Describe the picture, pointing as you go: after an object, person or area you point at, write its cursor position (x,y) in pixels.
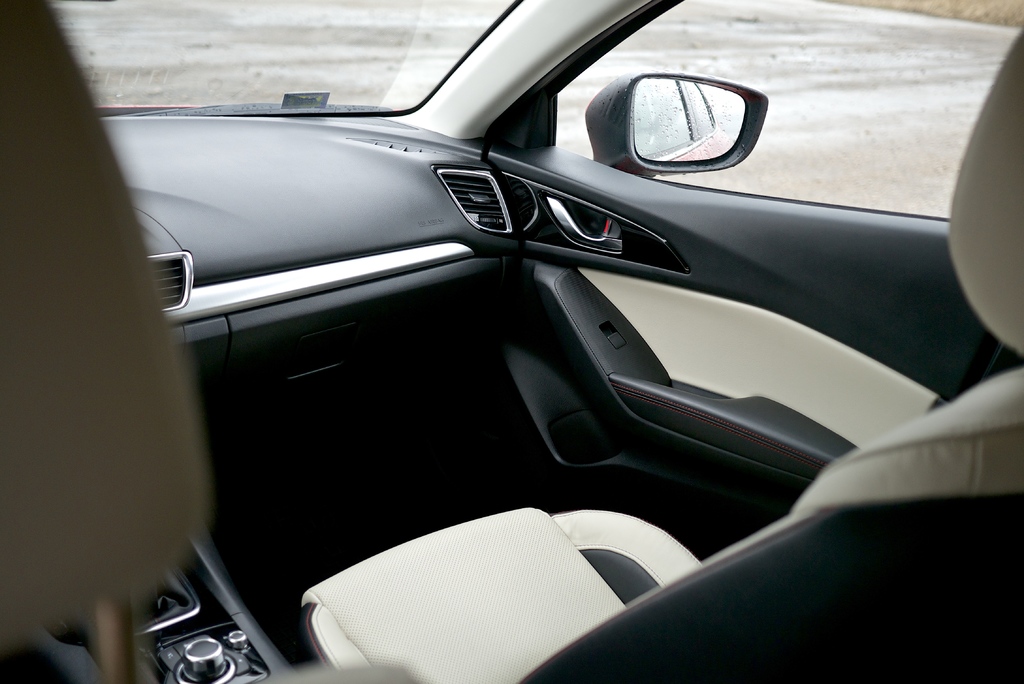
In this image I can see inside view of a vehicle (456,424). I can also see few seats (80,563) and a mirror (753,107). Here I can see few buttons (223,657).
